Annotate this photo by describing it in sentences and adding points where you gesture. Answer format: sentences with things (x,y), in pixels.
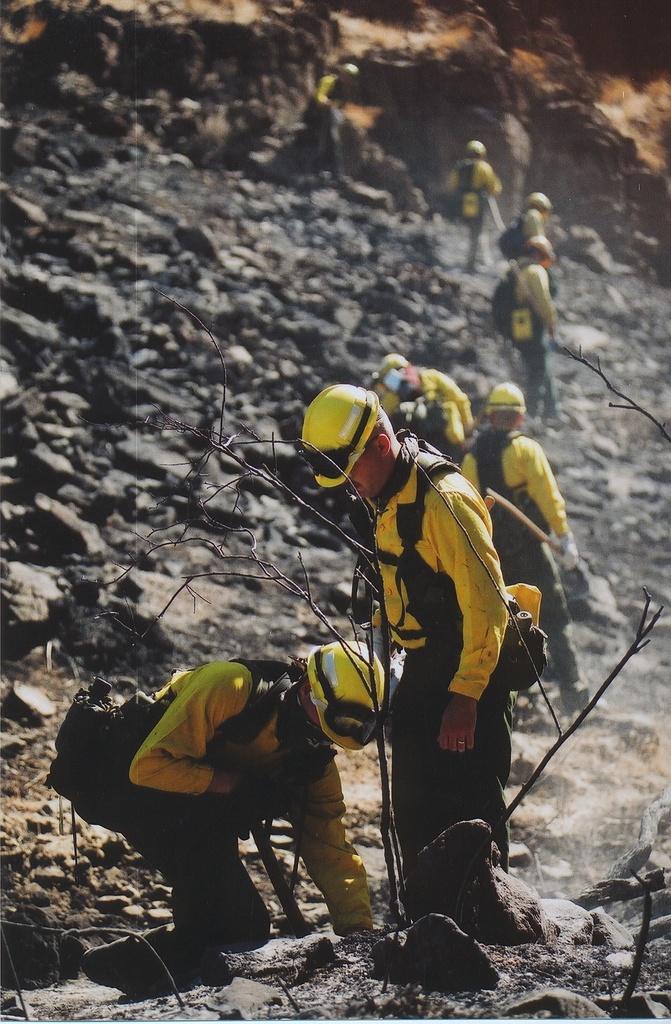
In this picture I can see group of people (399,586) standing with helmets (307,427), there are branches (205,541) and rocks (203,35).
